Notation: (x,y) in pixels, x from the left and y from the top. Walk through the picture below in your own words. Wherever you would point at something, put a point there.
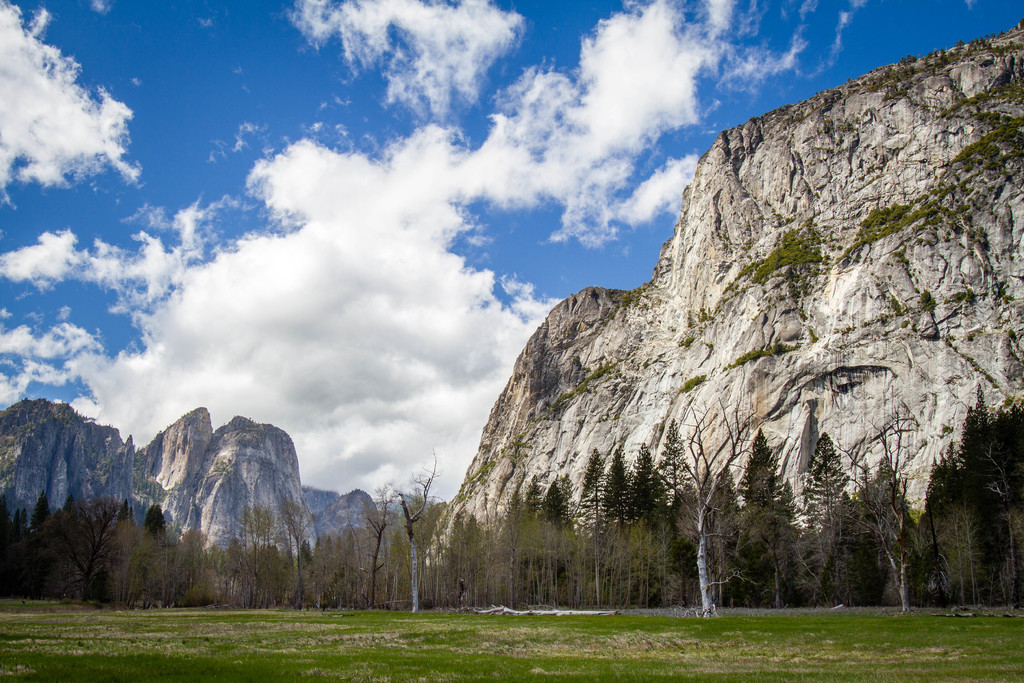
In this picture we can see grass (628,639), few trees (483,527), hills (138,504) and clouds (380,336).
